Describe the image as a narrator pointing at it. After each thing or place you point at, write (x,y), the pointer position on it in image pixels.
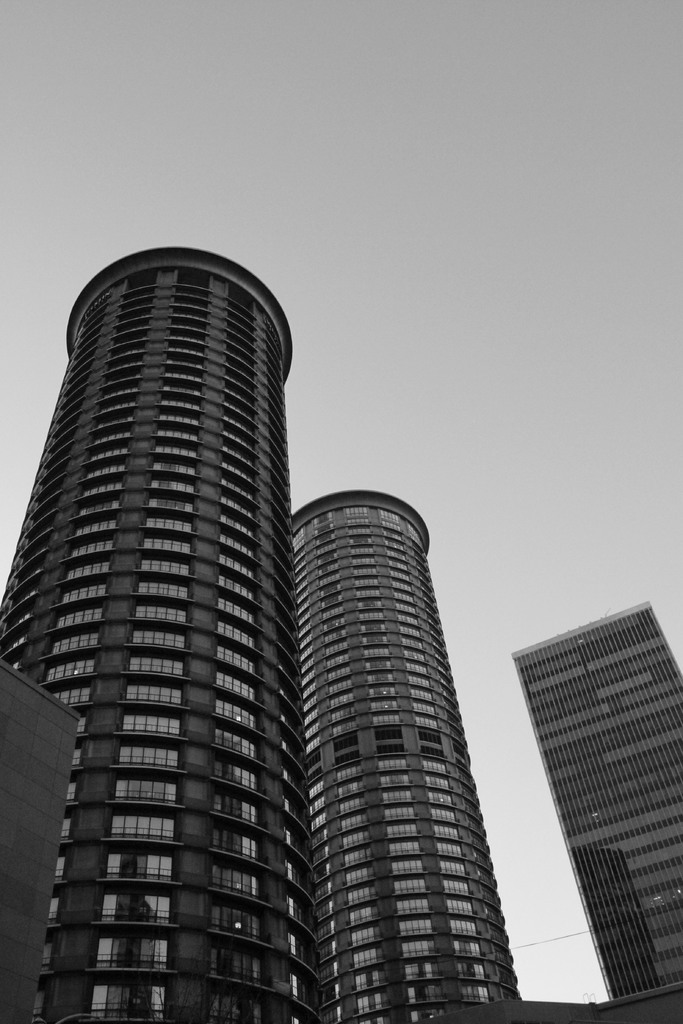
In this picture we can see buildings (476,848) and in the background (521,639) we can see sky (152,225).
